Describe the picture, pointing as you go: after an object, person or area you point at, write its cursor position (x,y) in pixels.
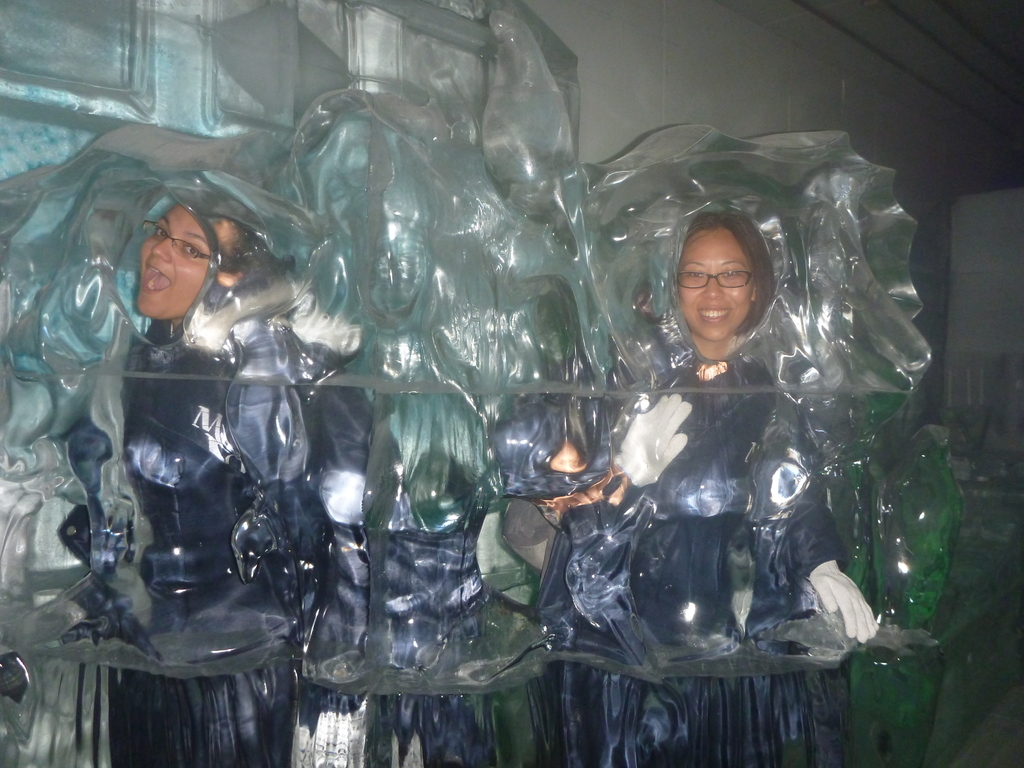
In this picture I can see 2 women (329,447) who are standing and the woman (642,427) on the right (703,417) is smiling and I see that this thing (310,342) looks like a mold (361,337) and in the background (716,46) I see the wall (881,116).
